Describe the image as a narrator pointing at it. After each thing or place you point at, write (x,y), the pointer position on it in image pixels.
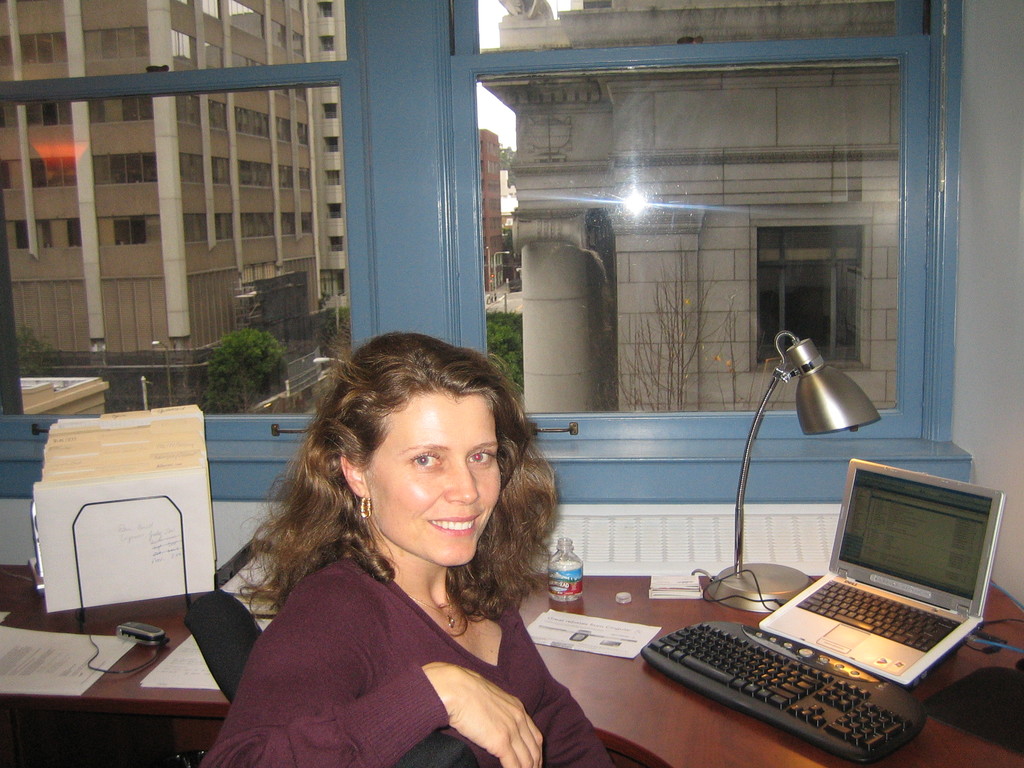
Through window glass (324,128) we can see buildings (564,158), trees (241,347) and a road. Here we can see one woman (480,487) sitting on a chair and smiling. On the table (139,666) we can see papers (127,526), bottle (552,571), laptop (845,583), keyboard (802,719) and a light (796,572).
